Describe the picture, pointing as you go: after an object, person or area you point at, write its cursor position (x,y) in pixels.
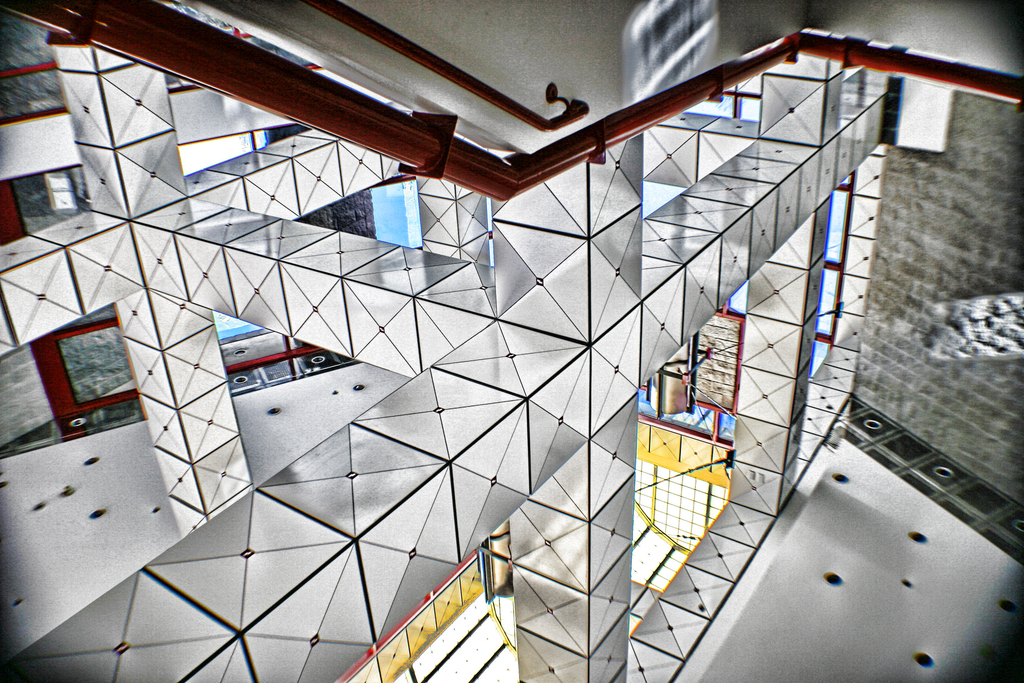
This is a inside view of a building (350,415), where there are mirrors (365,349), iron rods (175,20), lights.
